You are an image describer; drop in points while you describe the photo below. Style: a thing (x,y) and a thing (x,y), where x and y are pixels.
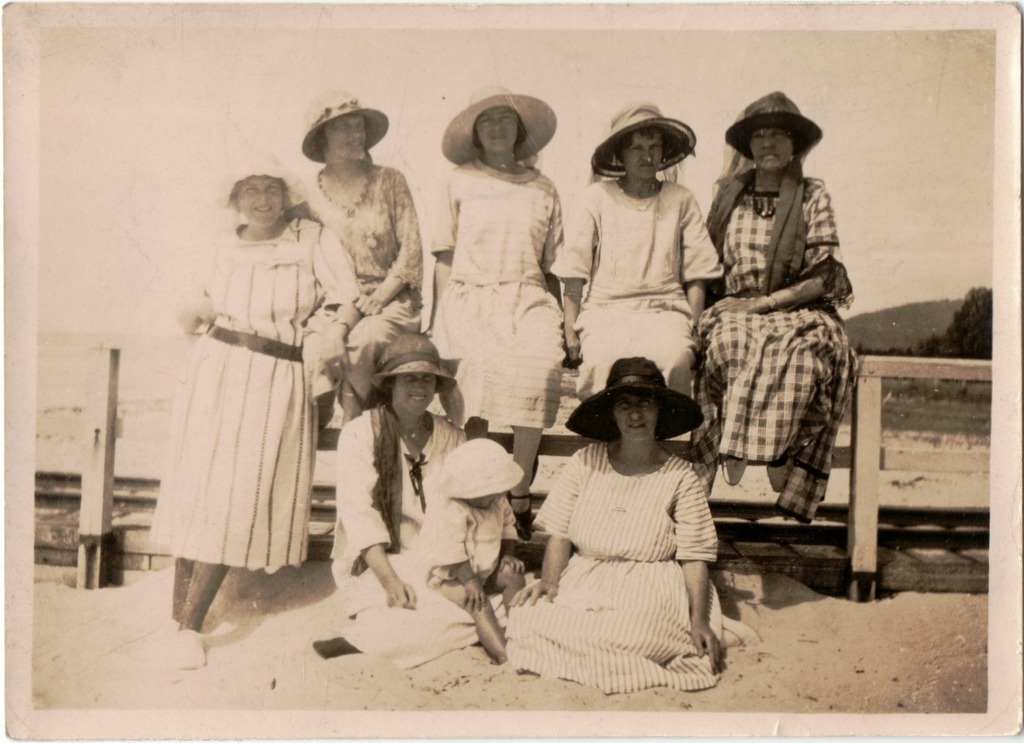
A black and white picture. These people (716,355) wore hats (328,104). These 4 people (366,118) are sitting on the fence (909,375).
